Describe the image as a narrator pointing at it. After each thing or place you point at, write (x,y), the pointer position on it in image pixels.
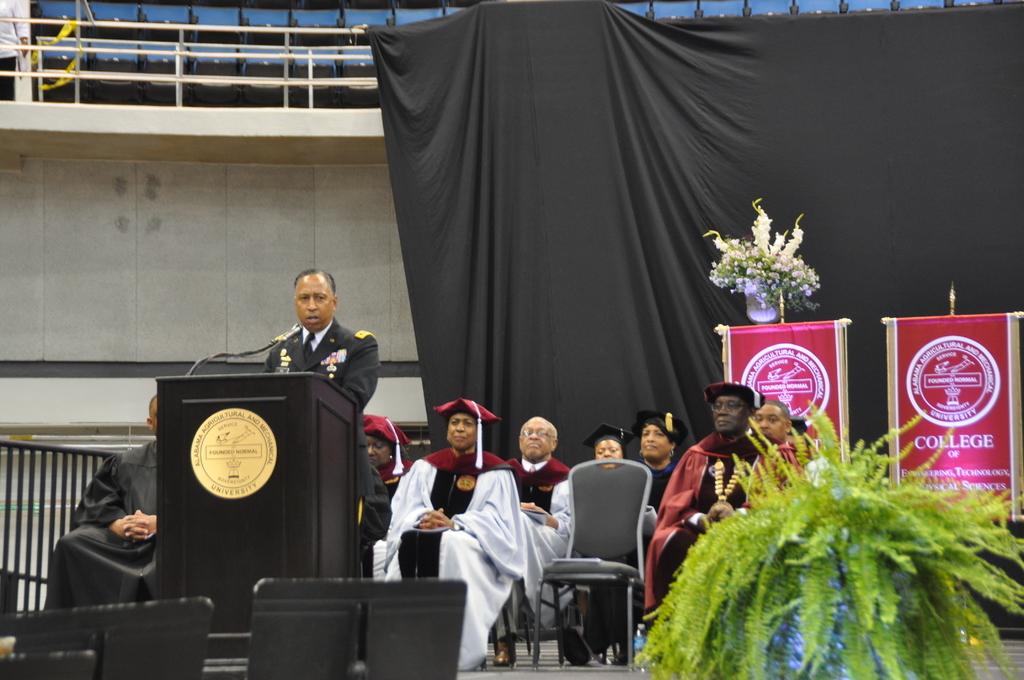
In this picture we can see a plant (915,634) in the front (857,599), there are some people (521,490) sitting on chairs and a man (350,378) is standing in front of a podium (314,412), we can see a microphone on the podium (266,373), on the left side (66,48) there is railing (34,513), we can see a flower bouquet (799,263), a curtain (754,182), a wall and two cloth banners (959,398) in the background (793,399).
